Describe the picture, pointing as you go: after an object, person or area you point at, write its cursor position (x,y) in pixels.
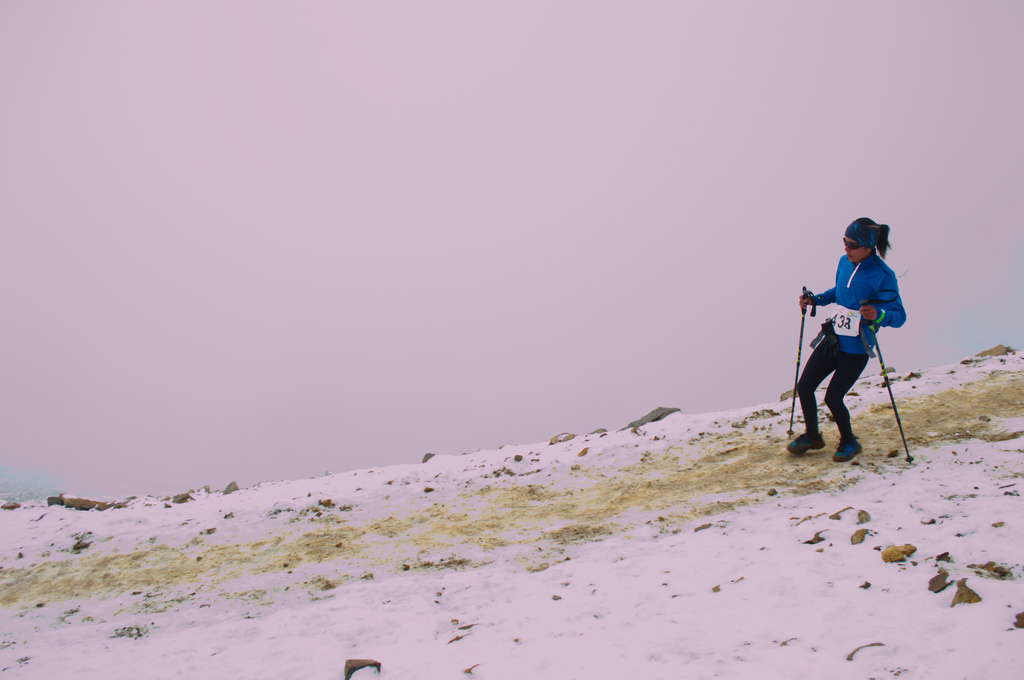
In this image we can see a person (860,325) holding sticks (909,451) and standing and there is snow (778,494) on the ground (638,468) and the sky (624,202) in the background (756,163).
